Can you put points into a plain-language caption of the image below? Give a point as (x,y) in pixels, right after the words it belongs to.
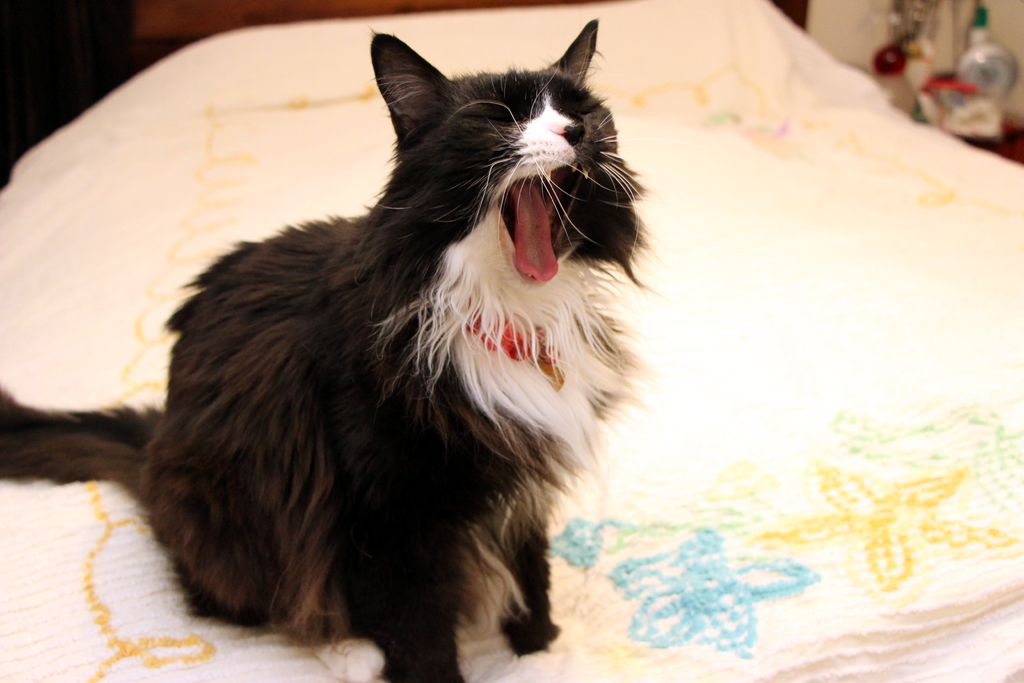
In the picture we can see the cat (484,492) sitting on the bed (714,514) and the cat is black in color with some part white to it and opening its mouth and beside the bed (938,303) we can see some things (996,115) are placed on the table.
